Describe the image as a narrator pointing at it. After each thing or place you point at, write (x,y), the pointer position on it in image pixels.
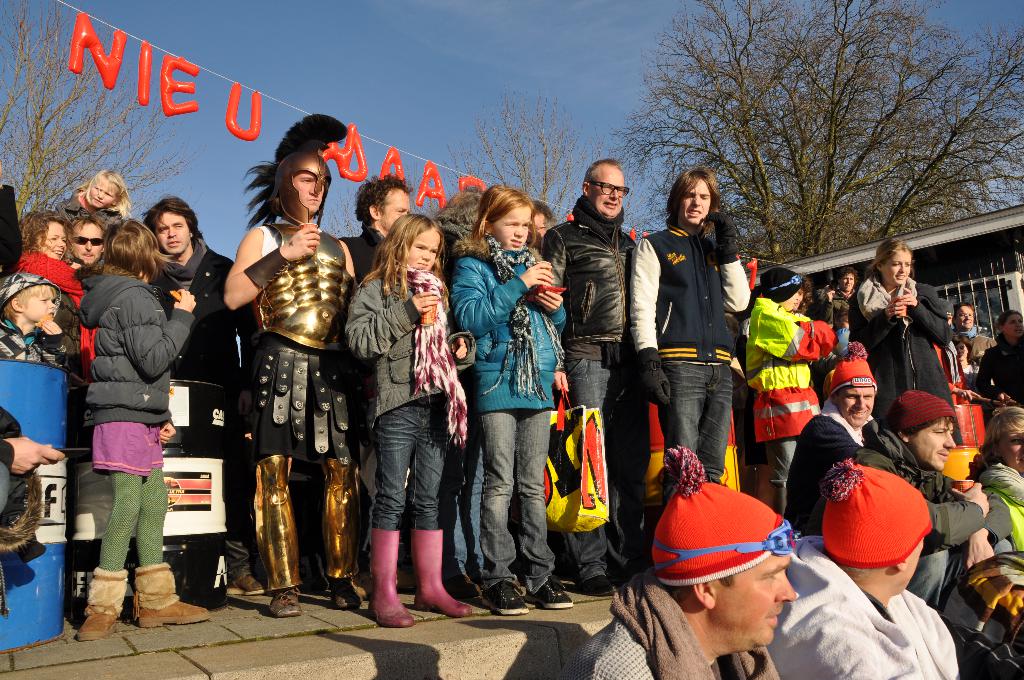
In the image there are many people (685,397), some of them are standing and some of them are sitting, few people (311,299) are wearing different costumes (282,299) and behind the people (878,294) there are few trees (813,231) and there is a rope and some alphabets (166,88) are attached to the rope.
